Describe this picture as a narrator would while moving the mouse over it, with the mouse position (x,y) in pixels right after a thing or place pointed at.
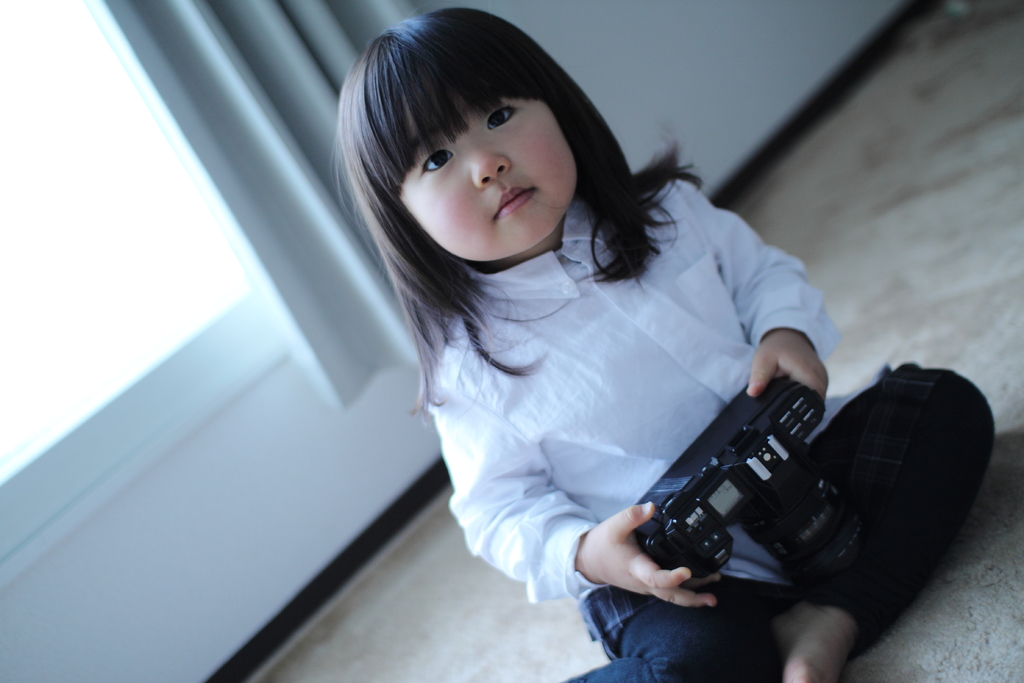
In the image there is a kid (711,404) sat on floor (955,648) and holding a camera (736,494), in the background (105,241) there is window (134,176) with curtain (312,173).
